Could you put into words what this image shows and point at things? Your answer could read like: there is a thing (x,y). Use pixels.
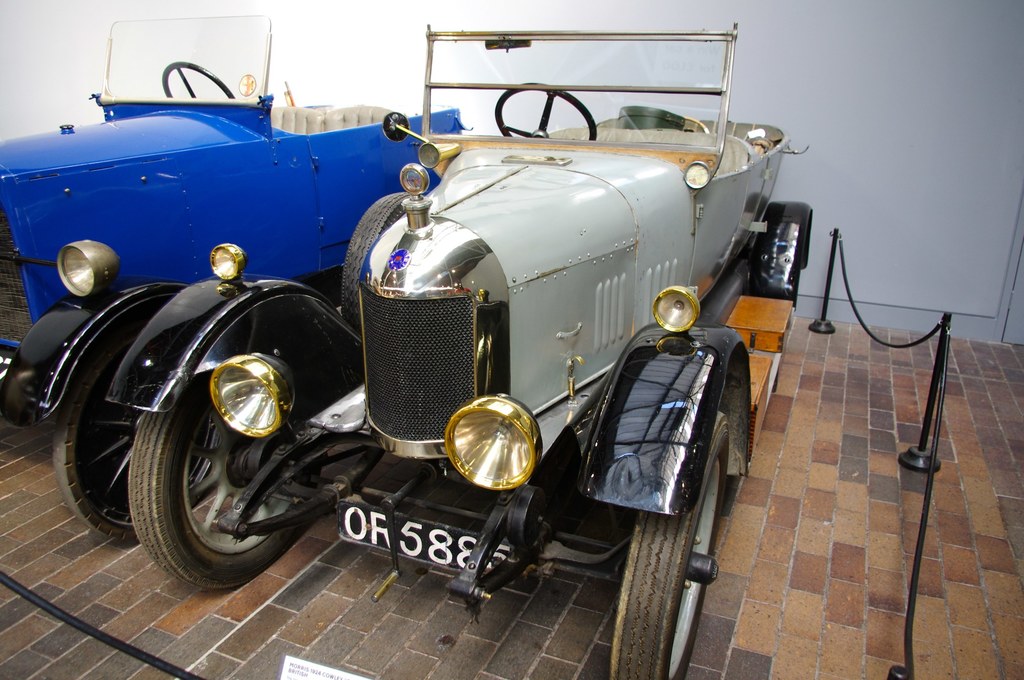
In the image we can see some vehicles (544,119). Behind the vehicles (327,174) there's a wall (998,8). Bottom right side of the image (917,567) there is a fencing (135,659).
